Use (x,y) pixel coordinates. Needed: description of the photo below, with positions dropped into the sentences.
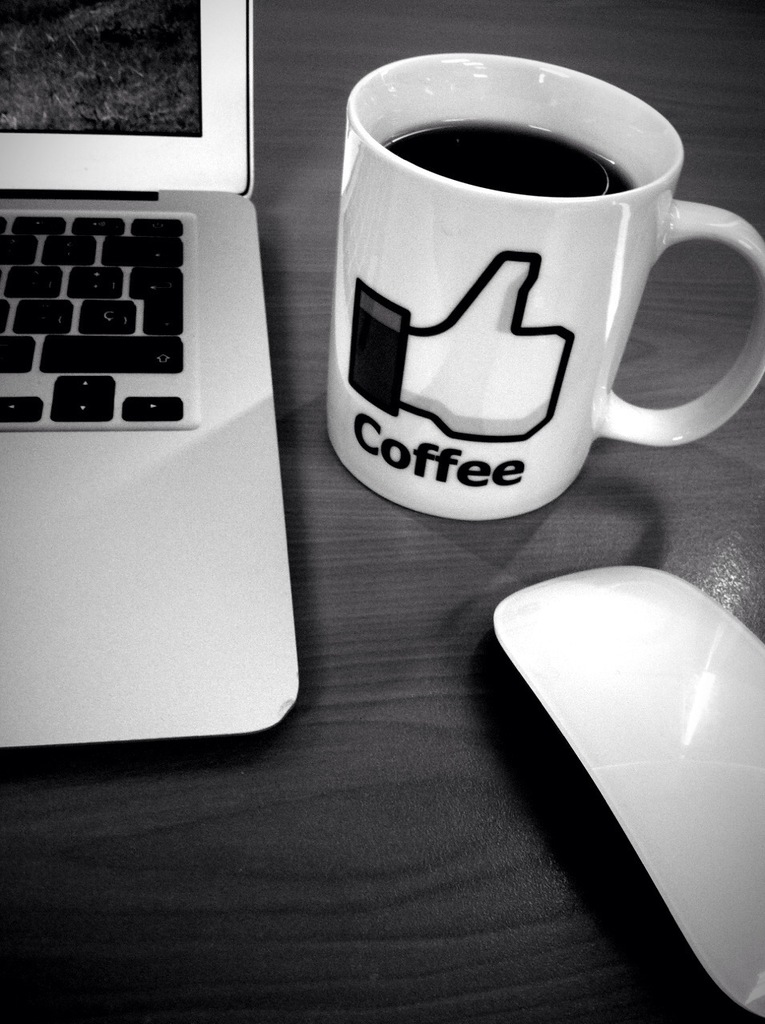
This is a black and white picture where we can see a laptop (224,190) is opened, we can see wireless mouse (568,693) and a cup (537,300) with a drink (506,125) in it and hand gesture (403,364) and some text (427,454) on it are placed on the wooden surface (387,771).
